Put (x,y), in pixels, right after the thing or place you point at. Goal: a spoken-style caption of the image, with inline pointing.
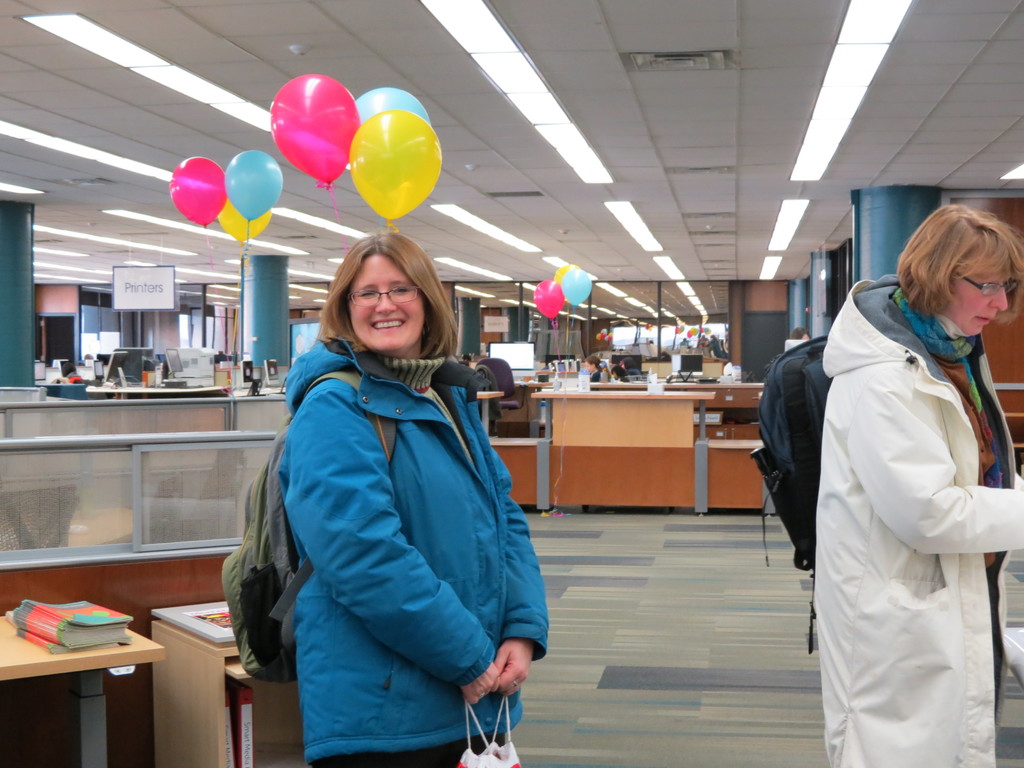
In this image I see 2 women (361,402) who are wearing bags (260,484) and I see that this woman (399,419) is smiling and I see the floor (611,516). In the background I see the balloons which are colorful and I see number of tables (550,395) on which there are many things (540,376) and I see the lights (455,11) on the ceiling (634,240) and I see few things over here too.
